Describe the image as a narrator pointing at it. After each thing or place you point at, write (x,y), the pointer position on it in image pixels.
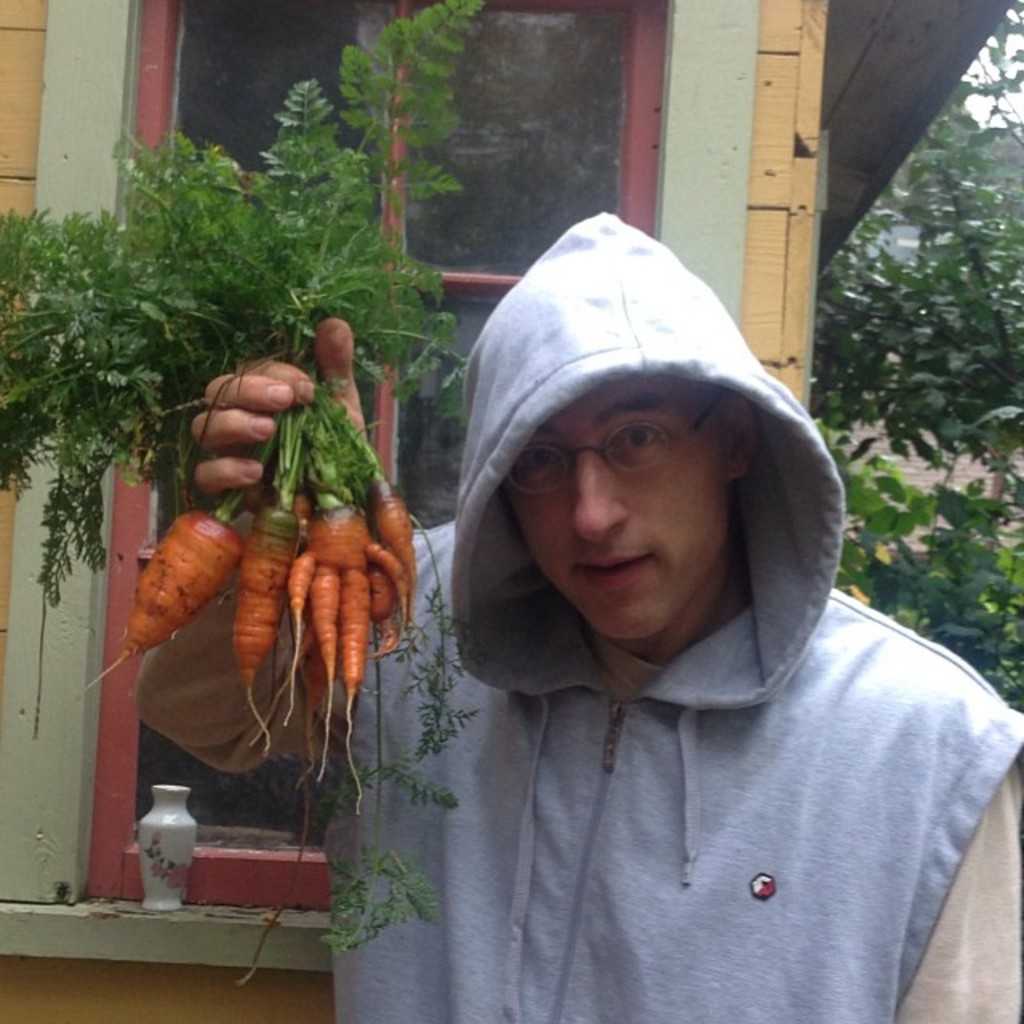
In this image we can see a person (471,1006) holding some carrots (313,306) in his hand (325,326) and in the background (16,140), we can see a house (86,139) and there is a window (512,170) and we can see a flower vase (189,827) on the wall (131,899). There are some trees (967,157) in the background (978,650).
